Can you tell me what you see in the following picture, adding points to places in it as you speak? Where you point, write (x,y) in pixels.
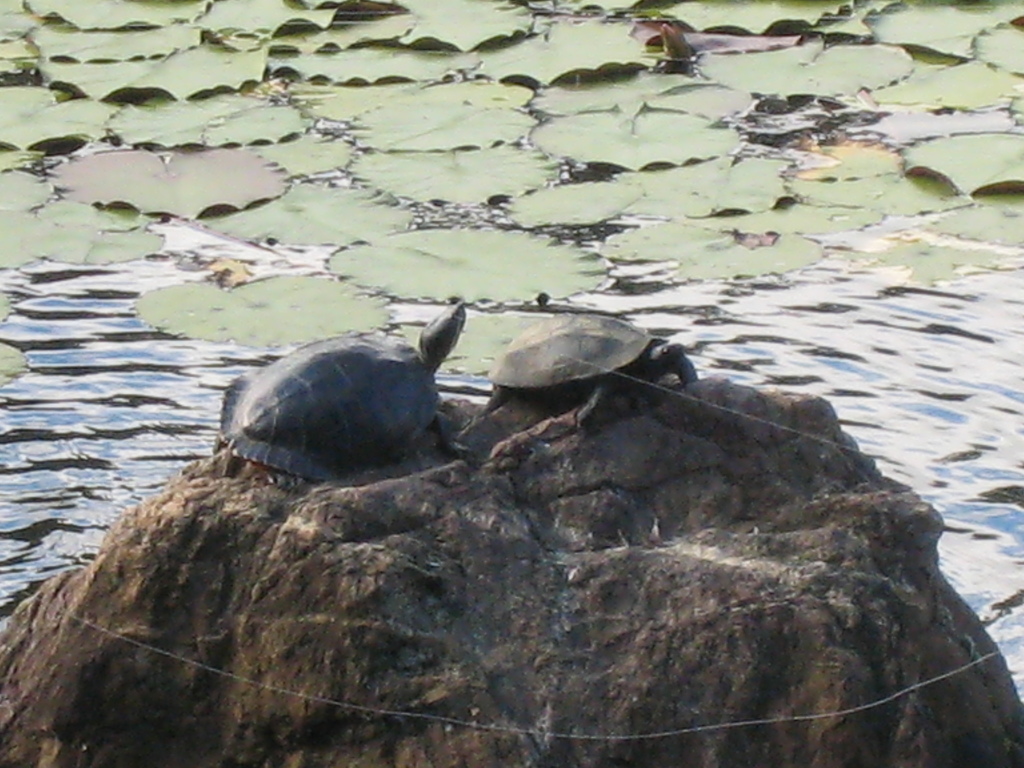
In this image I can see the rock (510,584). On the rock (513,461) I can see two tortoises (413,409). In the background (450,258) I can see the leaves (391,221) on the water (69,393).
